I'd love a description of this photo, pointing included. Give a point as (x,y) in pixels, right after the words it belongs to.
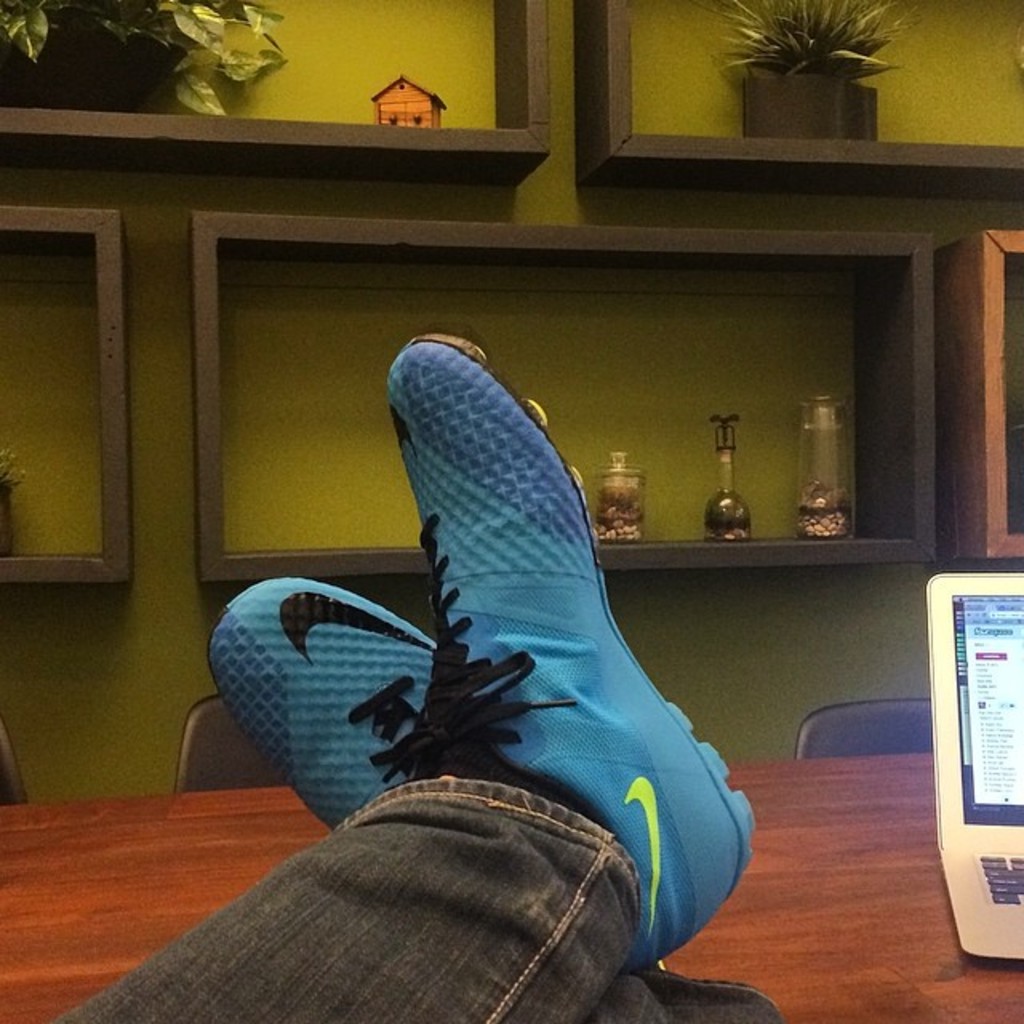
In this image there is a table (837,798) on that table (917,884) there is a laptop (982,840) and legs (505,846) with shoes (427,770), in the background (907,715) there are chairs (894,718) and a wall (5,187) to that wall (1,624) there are shelves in that shelves (231,144) there are plants (201,3) and bottles (845,485).
